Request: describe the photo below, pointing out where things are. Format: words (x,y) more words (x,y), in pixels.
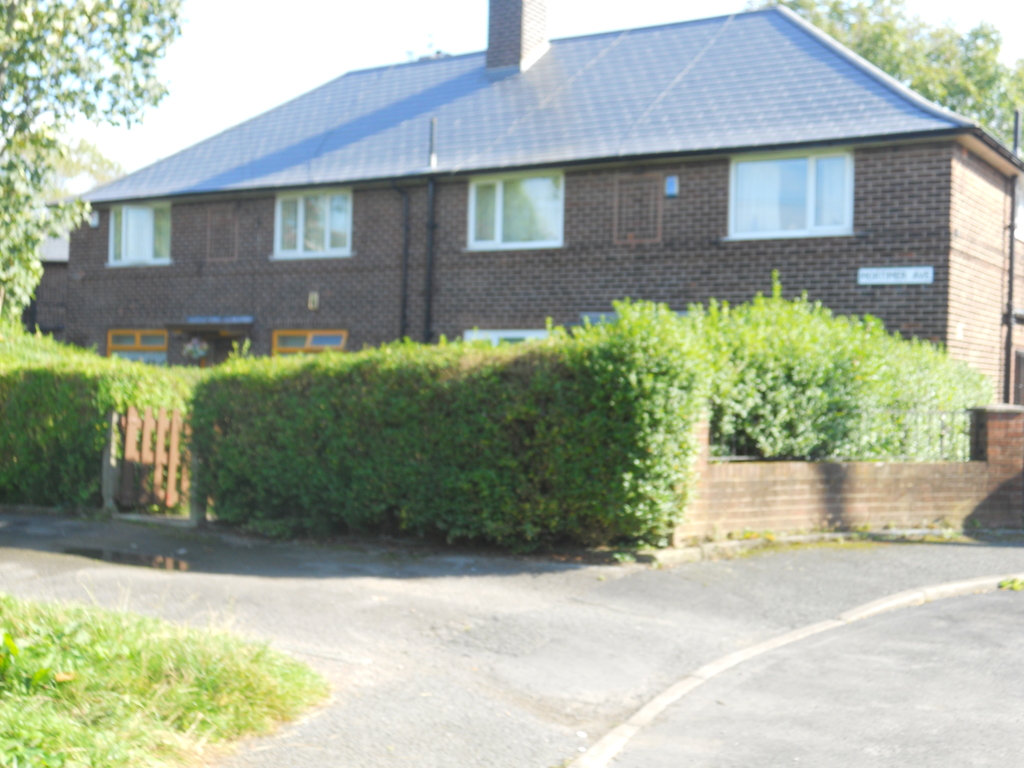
At the bottom (89,720) we can see grass (118,711) on the ground (288,686) and road (440,763). In the background (373,252) there is a building (365,250), plants (200,414), gate (148,463), windows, trees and sky (362,35).
